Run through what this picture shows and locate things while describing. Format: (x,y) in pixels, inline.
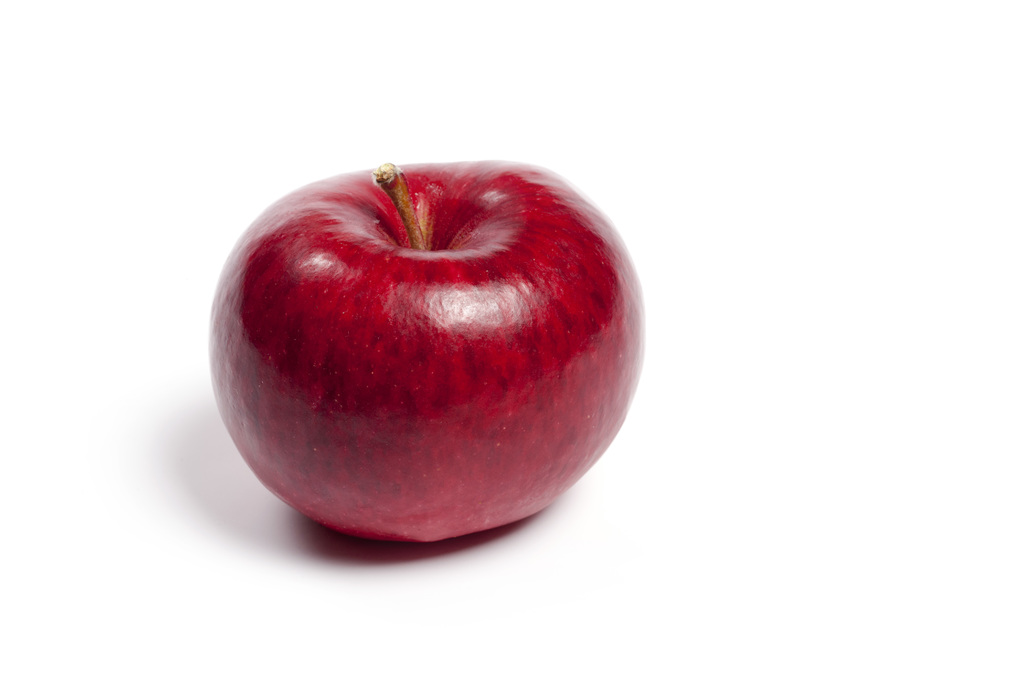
In the picture we can see an apple (541,411), which is red in color placed on the white surface (600,491).
